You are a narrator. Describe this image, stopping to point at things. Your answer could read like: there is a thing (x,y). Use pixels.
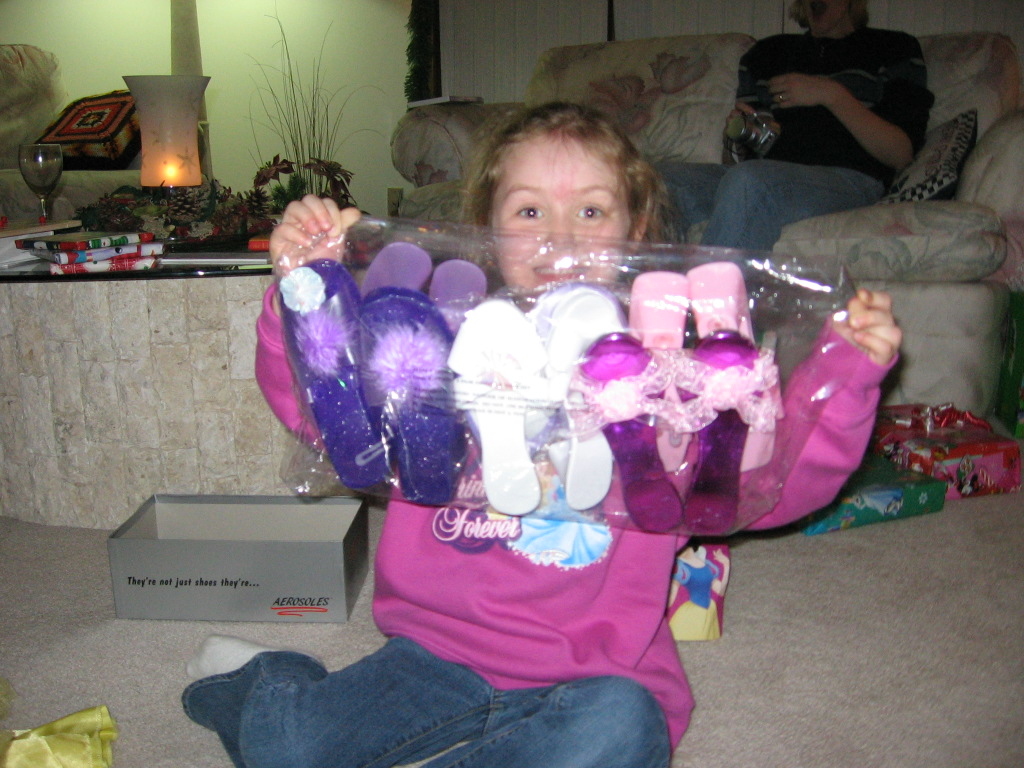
In front of the image there is a kid (289,251) holding some objects (557,353) in her hand (858,315), behind the kid (533,178) there is a person (833,115) sitting on the sofa (690,155) and there are some objects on the floor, beside the sofa (677,150) on the platform (197,251) there are some objects (152,251), beside that there is a lamp (169,158), beside the lamp (149,169) there is a cushion (76,131) on the sofa (61,171), behind the lamp (164,179) there is a plant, behind that there is a wall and a curtain (474,67).
